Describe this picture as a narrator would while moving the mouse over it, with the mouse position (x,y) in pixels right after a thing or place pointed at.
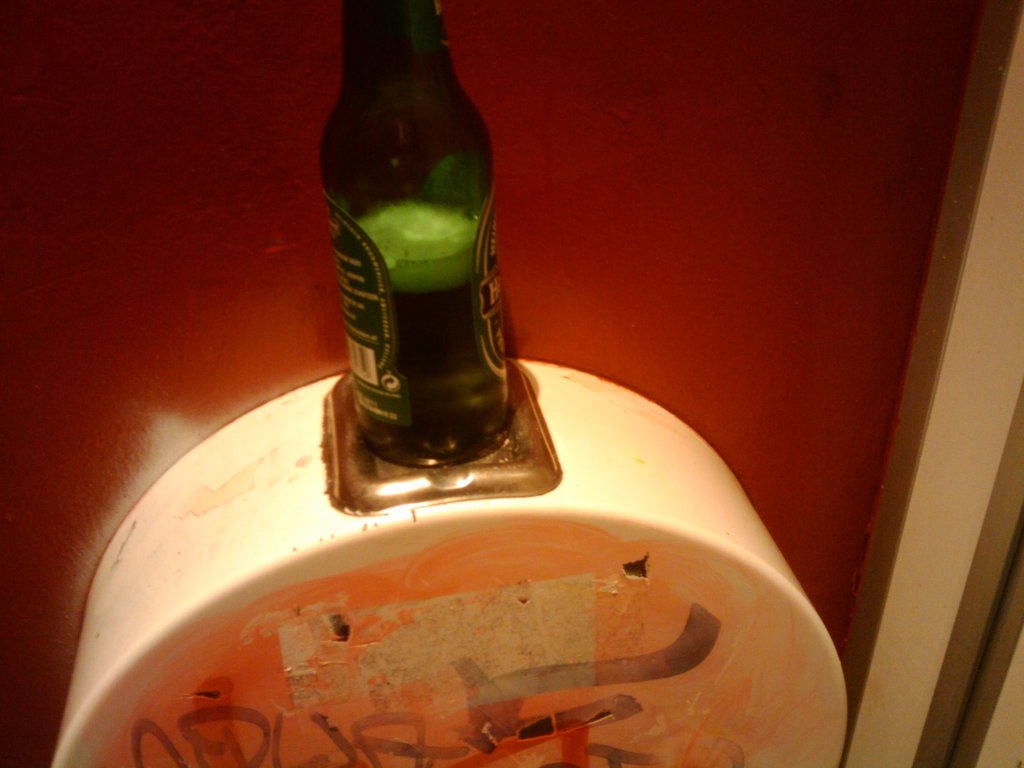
In this image I can see a green color beer bottle (436,333) with alcohol (442,296) in it. This is a white color object (532,559) which is attached to the wall (625,356). Background (623,230) is red in color.
